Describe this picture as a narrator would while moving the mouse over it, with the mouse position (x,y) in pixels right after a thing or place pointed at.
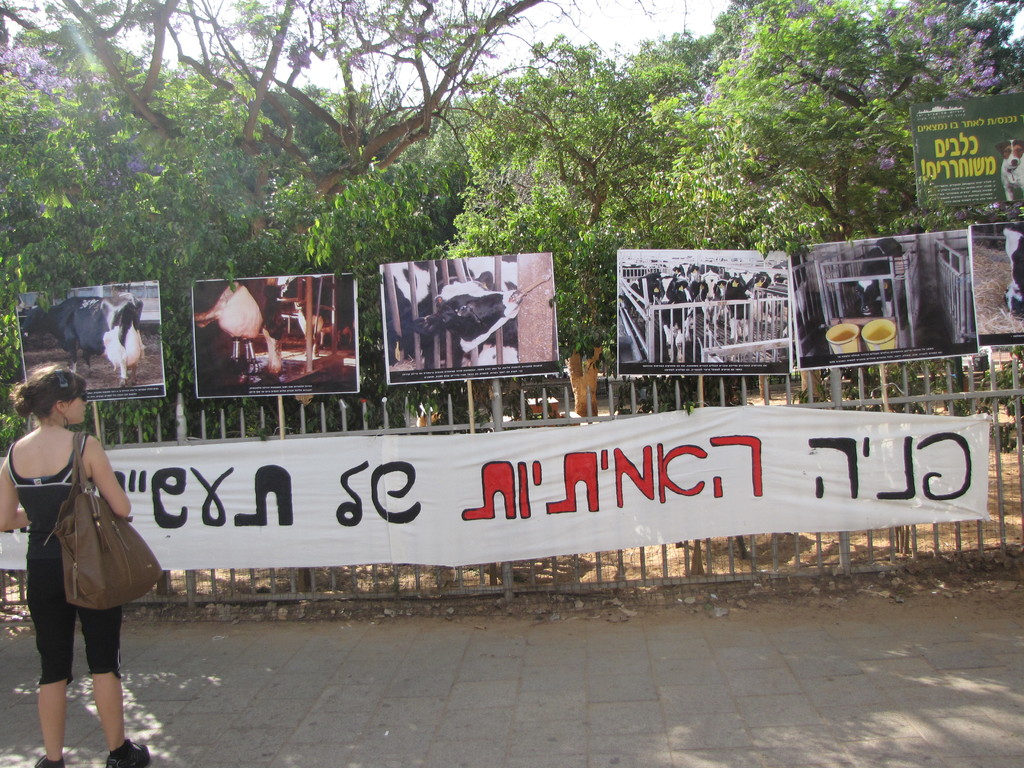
In this picture I can see a woman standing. There are iron grilles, boards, banner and trees (364,89), and in the background (303,71) there is the sky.
